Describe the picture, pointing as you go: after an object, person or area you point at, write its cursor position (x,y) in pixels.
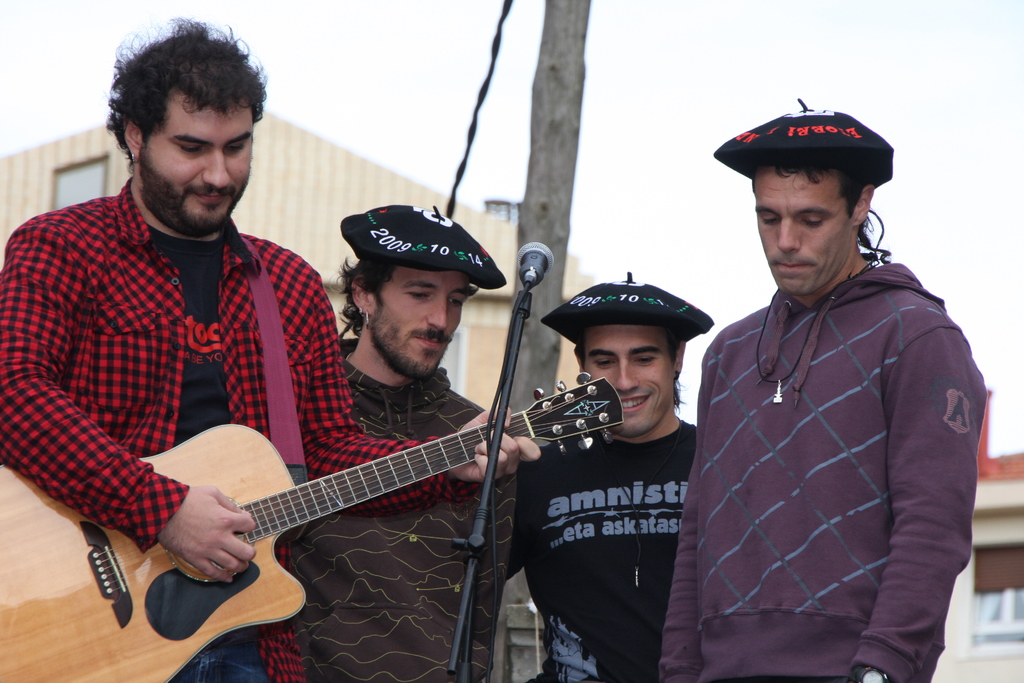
The four persons (408,393) are standing in front of the microphone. They are smiling. The three persons (664,383) are wearing a cap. On the left side of the person (107,327) is playing a guitar (256,485). We can see in the background (526,161) pole (559,174), house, sky (390,162).
